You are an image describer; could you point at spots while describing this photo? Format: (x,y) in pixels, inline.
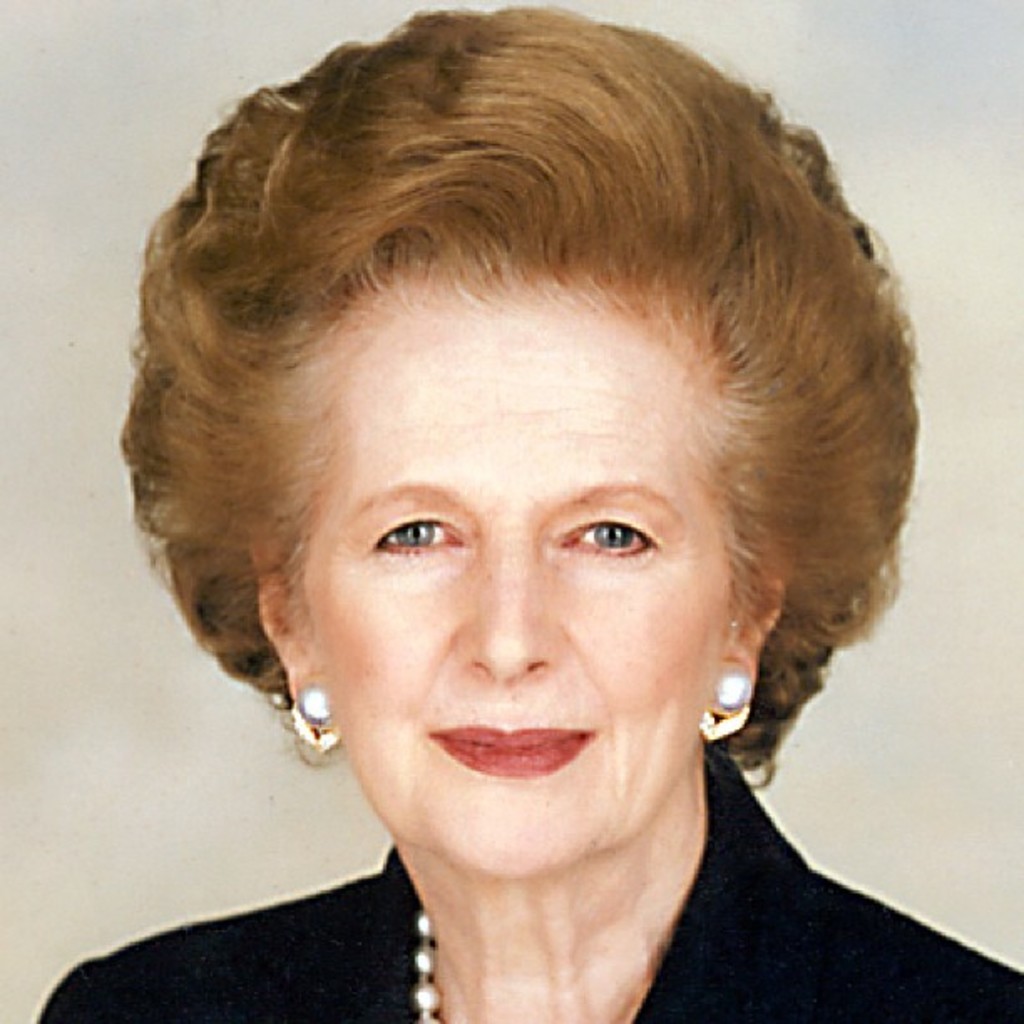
In the foreground of this image (570,676), there is a woman (720,947) in black dress (835,962) and there is a cream background (918,223).
